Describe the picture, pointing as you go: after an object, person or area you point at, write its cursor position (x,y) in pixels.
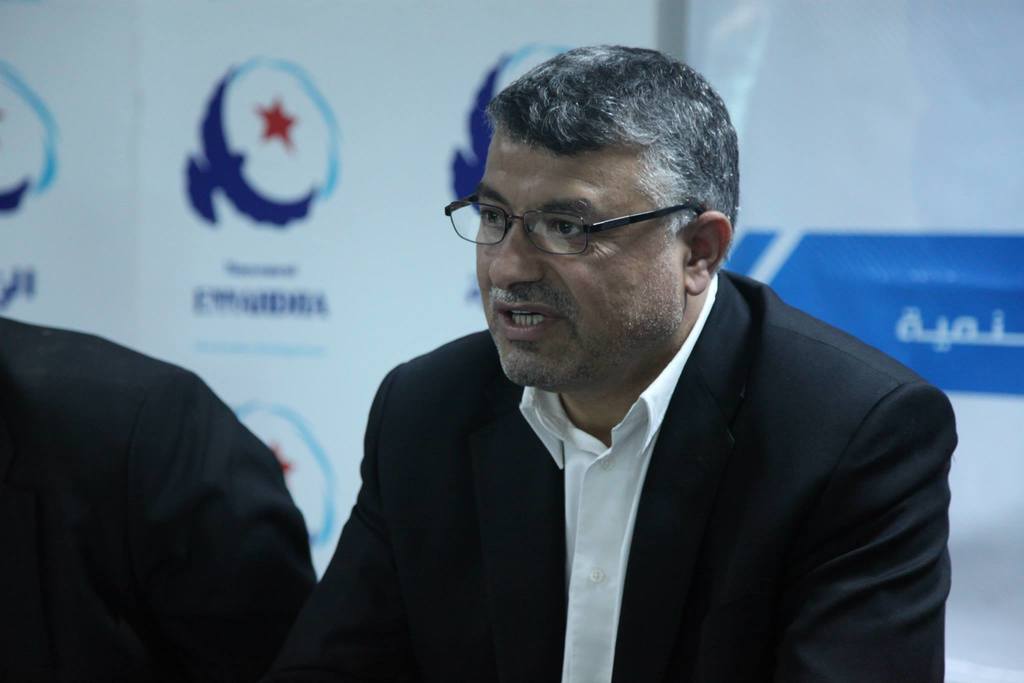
In this image, we can see a person (569,208) wearing spectacles (560,222). In the background (401,268), we can see the poster (771,112) with some images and text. We can also see a black colored object (140,413) on the left (134,450).
